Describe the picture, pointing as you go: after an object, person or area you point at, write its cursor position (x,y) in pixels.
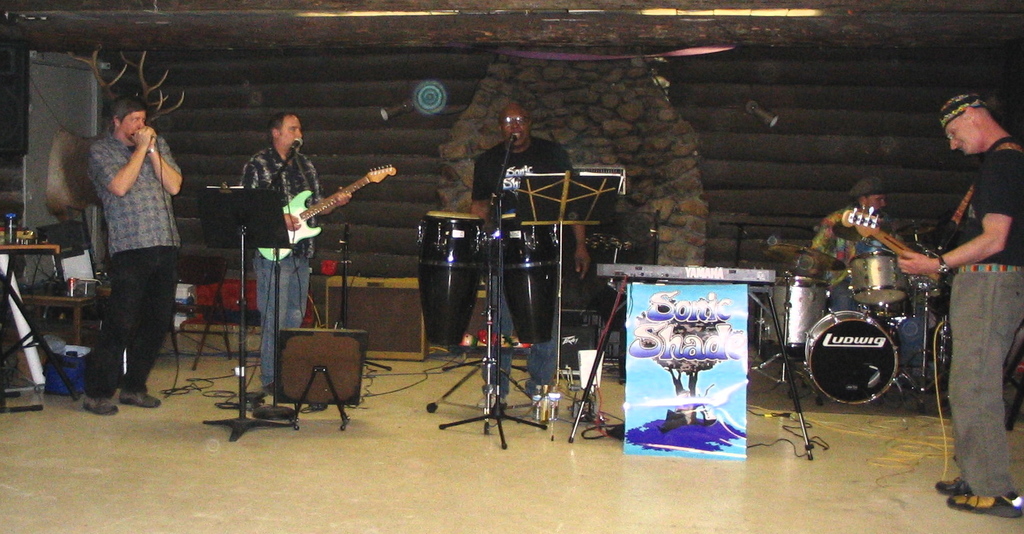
In this image we can see a group of people (170,190) standing, and playing the musical instruments (308,212), and here is the microphone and stand (495,225), and at back (860,239) here a person (829,225) is sitting and playing the drums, and at back (454,67) here is the wall (569,84), and here is the table (32,253), and some objects (77,271) on it.
